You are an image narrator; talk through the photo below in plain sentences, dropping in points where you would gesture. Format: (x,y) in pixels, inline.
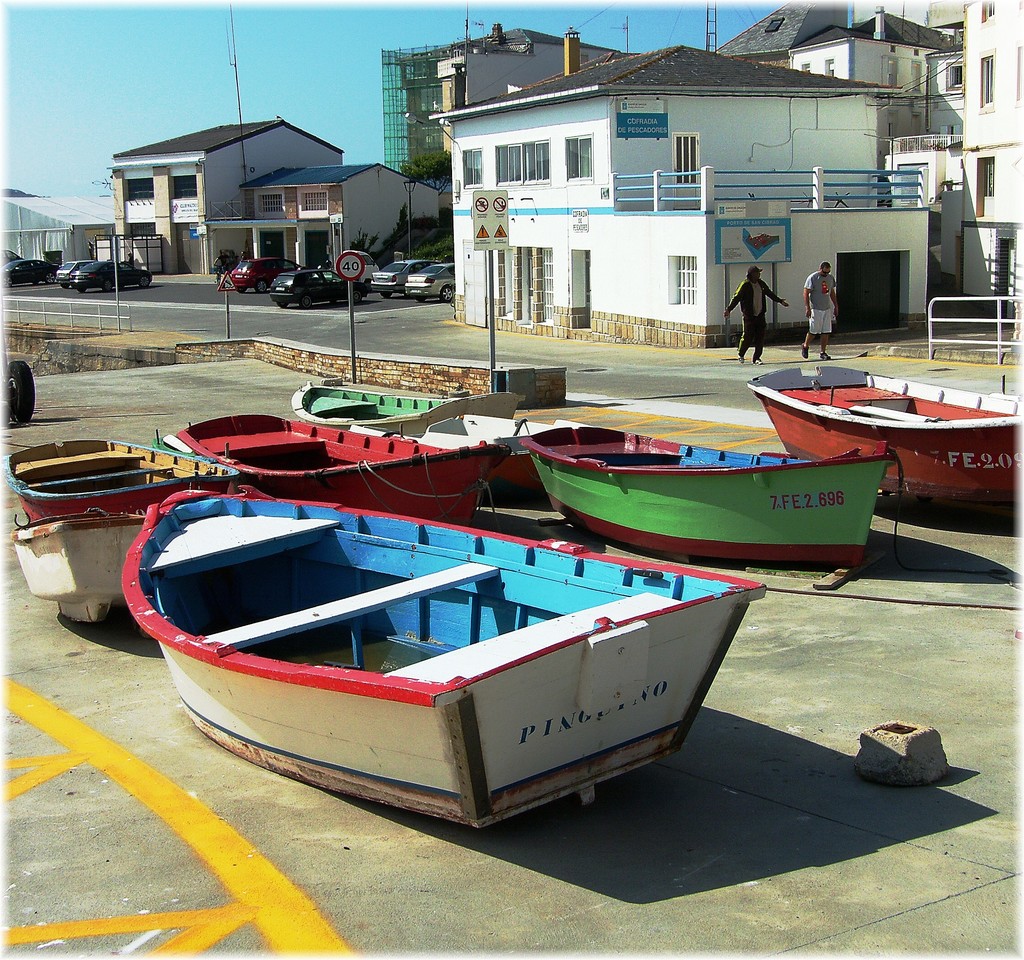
There are boats (533,657) in the foreground area of the image (28,562), there are people (761,329), houses (713,292), poles (333,228), vehicles (409,295) and the sky (314,48) in the background (314,74).
